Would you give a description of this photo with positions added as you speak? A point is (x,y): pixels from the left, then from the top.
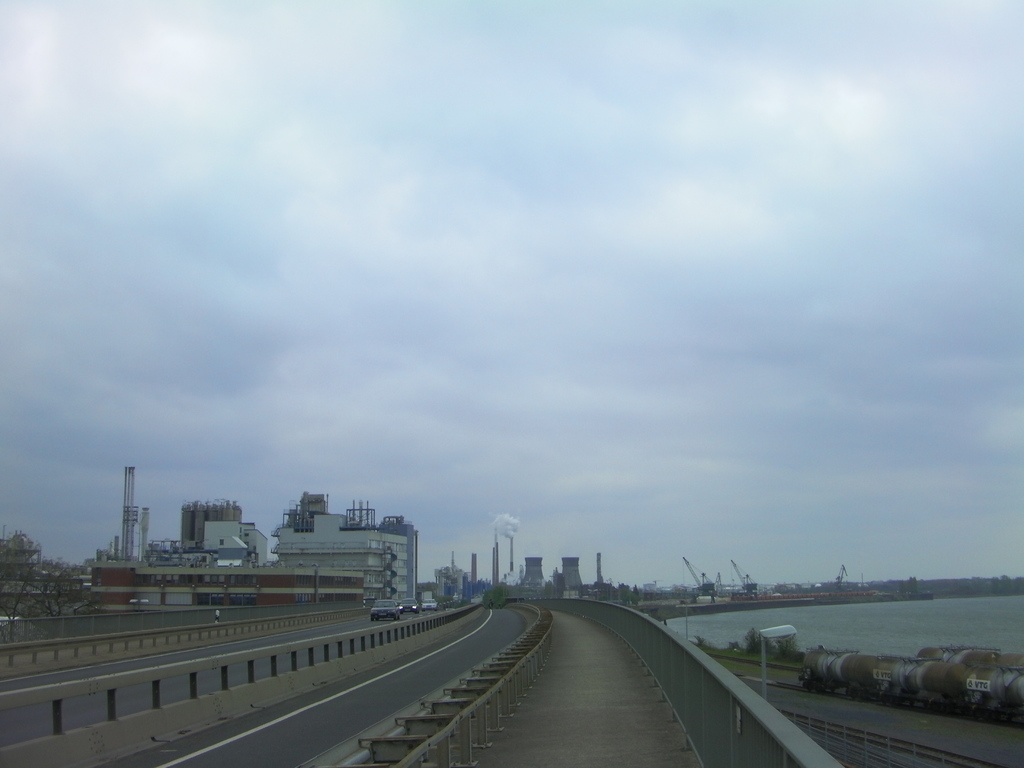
In this image I can see few roads (352,720) in the front (399,694) and in the center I can see few vehicles (410,609) on the road (307,632). On the right side of this image (791,633) I can see few poles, a light (775,639) and the water (930,607). On the left side of this image (47,558) I can see few buildings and few trees (12,612). In the background (438,552) I can see few chimney towers (495,562), clouds (515,449) and the sky (441,309).
